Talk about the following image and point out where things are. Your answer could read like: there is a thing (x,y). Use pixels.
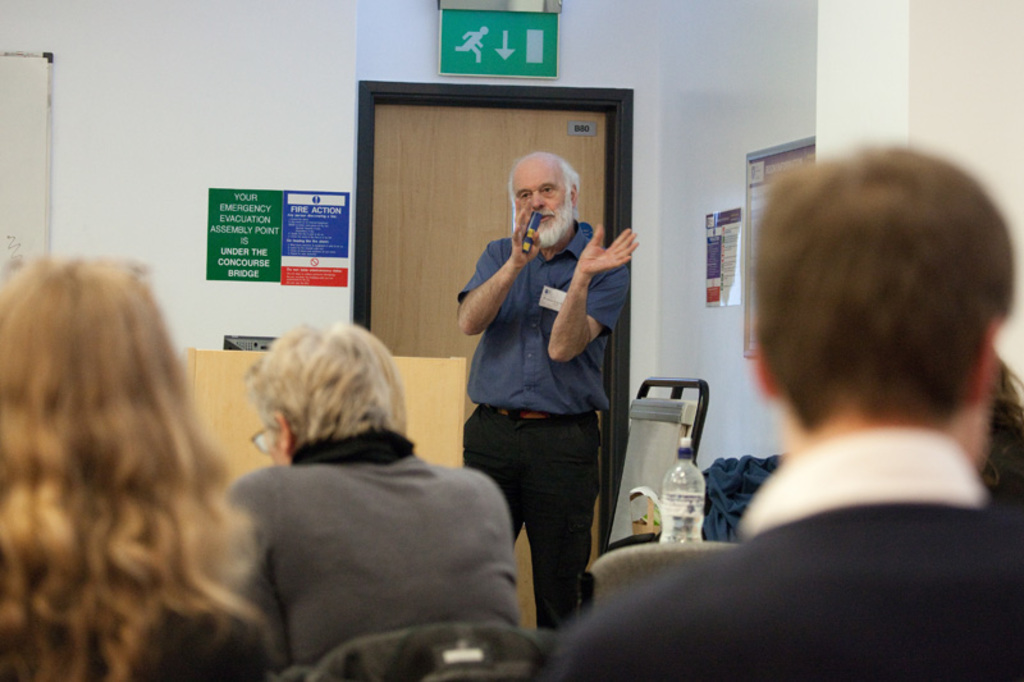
In this image we can see few people (496,579) are sitting on the chairs (601,570) and there is a man (561,492) standing on the floor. He is holding an object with his hand (519,244). Here we can see a bottle (686,453), cloth (722,496), and objects (702,420). In the background (182,309) we can see wall (211,119), boards (51,116), posters (712,217), and a door (376,163).
